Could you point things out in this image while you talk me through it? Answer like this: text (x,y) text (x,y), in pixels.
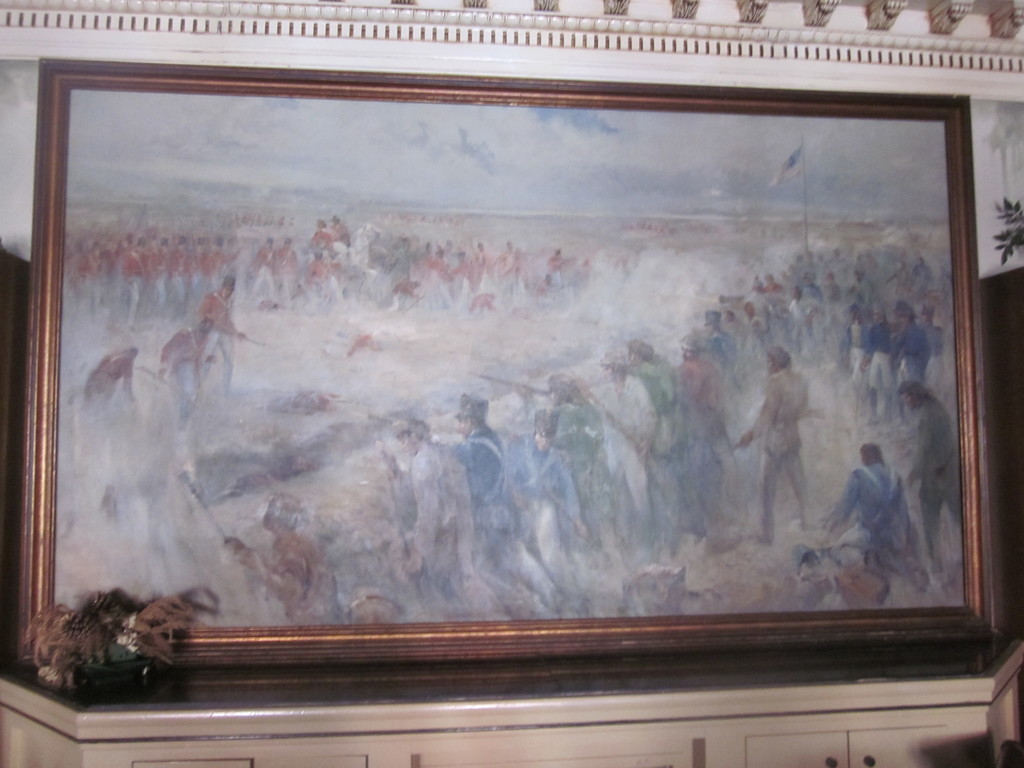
In this picture we can see a frame (221,527) and pot plant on the platform (292,713). At the bottom portion of the picture (768,724) it looks like a desk (282,724).
